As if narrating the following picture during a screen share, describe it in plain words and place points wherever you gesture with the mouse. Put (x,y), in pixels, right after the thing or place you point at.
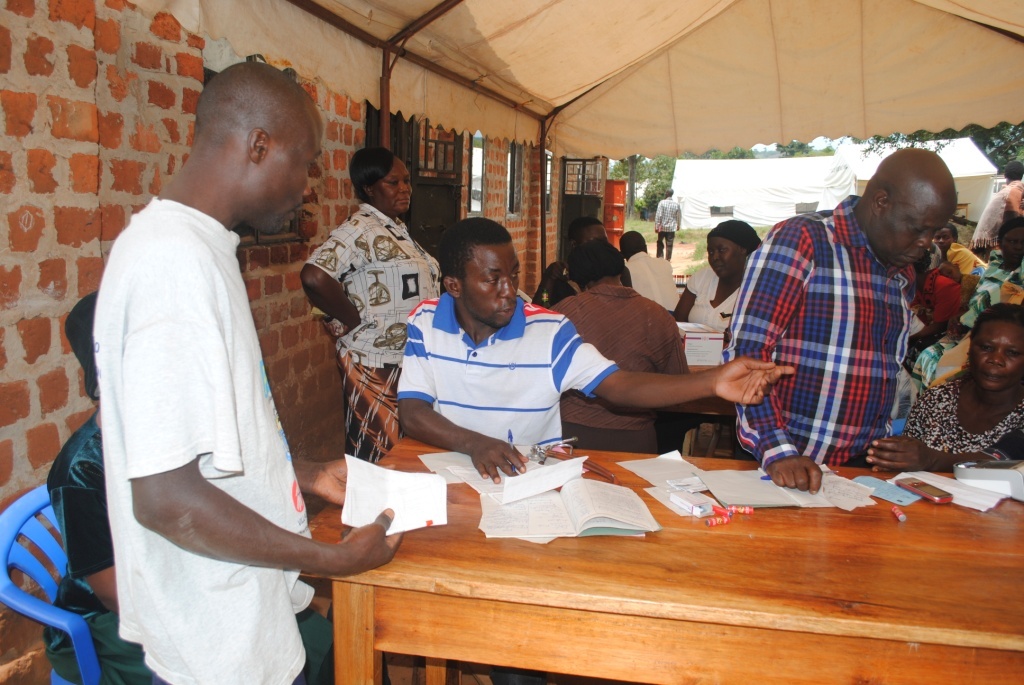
there are people (569,383) sitting around benches (555,583). there are few people (161,356) standing. on the benches (639,598) there are papers (390,499), books (608,507) and mobile phone (916,484). at the left (66,123) there is a building (82,73) with brick wall (79,71). at the top (284,40) there is a tent (553,66). behind them there are trees (650,187) and other tents (741,192).
